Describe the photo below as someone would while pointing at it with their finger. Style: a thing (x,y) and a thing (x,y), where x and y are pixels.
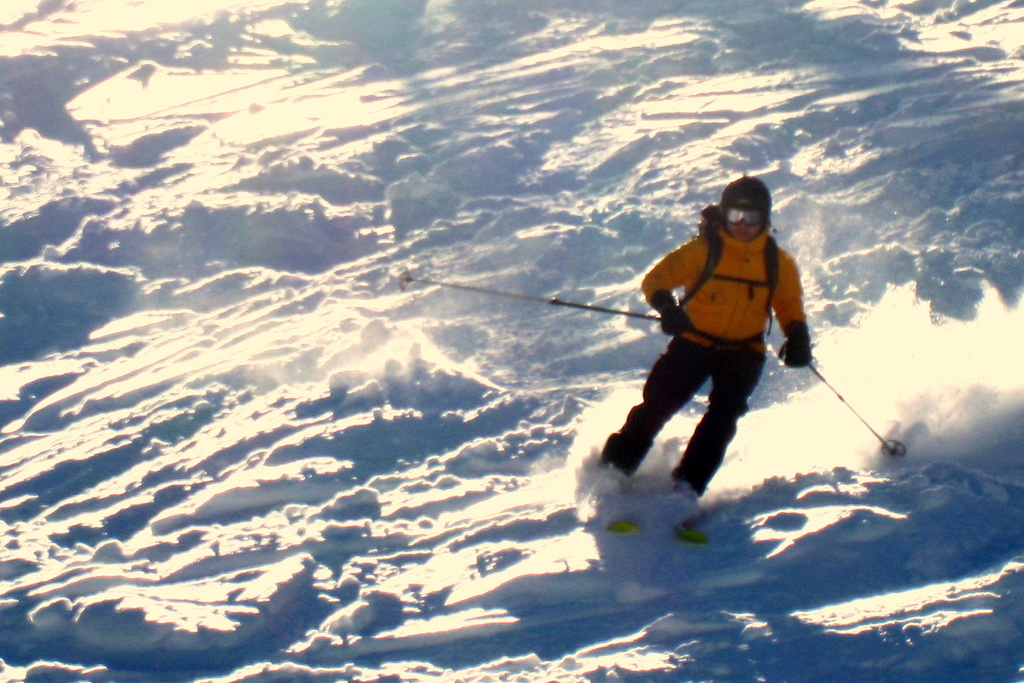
This image consists of a man (696,348) skiing. He is wearing a yellow jacket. At the bottom (549,591), we can see the snow (884,134). And he is holding the ski rods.
